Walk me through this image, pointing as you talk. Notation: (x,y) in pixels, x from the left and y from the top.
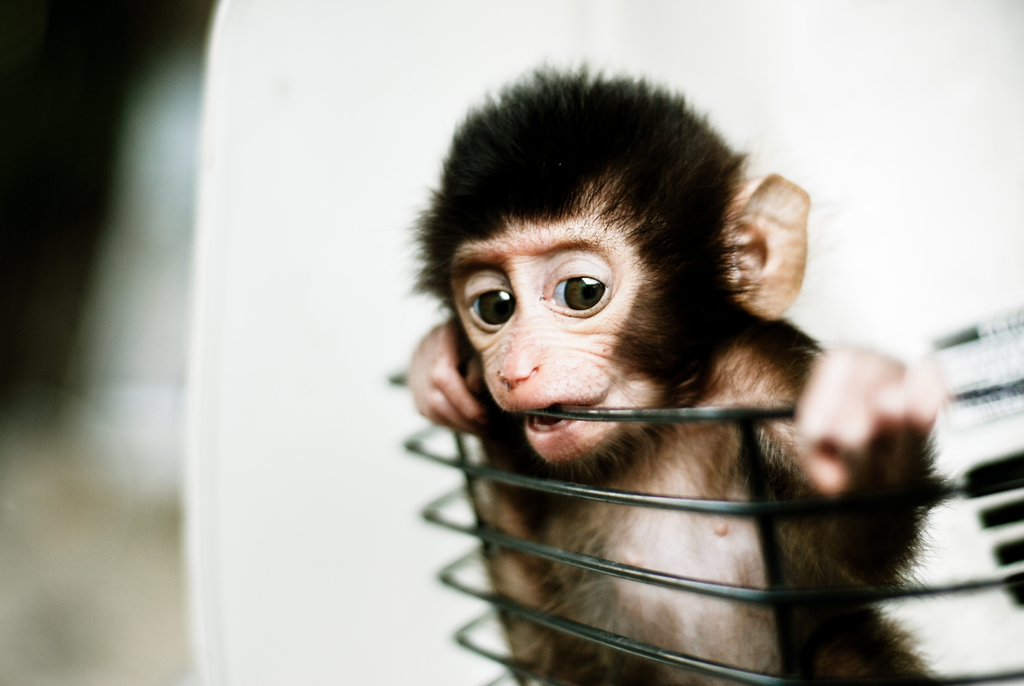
In this image I can see a black colour monkey (599,473). I can also see white colour in background (776,142) and I can see this image is little bit blurry from background (16,493).
